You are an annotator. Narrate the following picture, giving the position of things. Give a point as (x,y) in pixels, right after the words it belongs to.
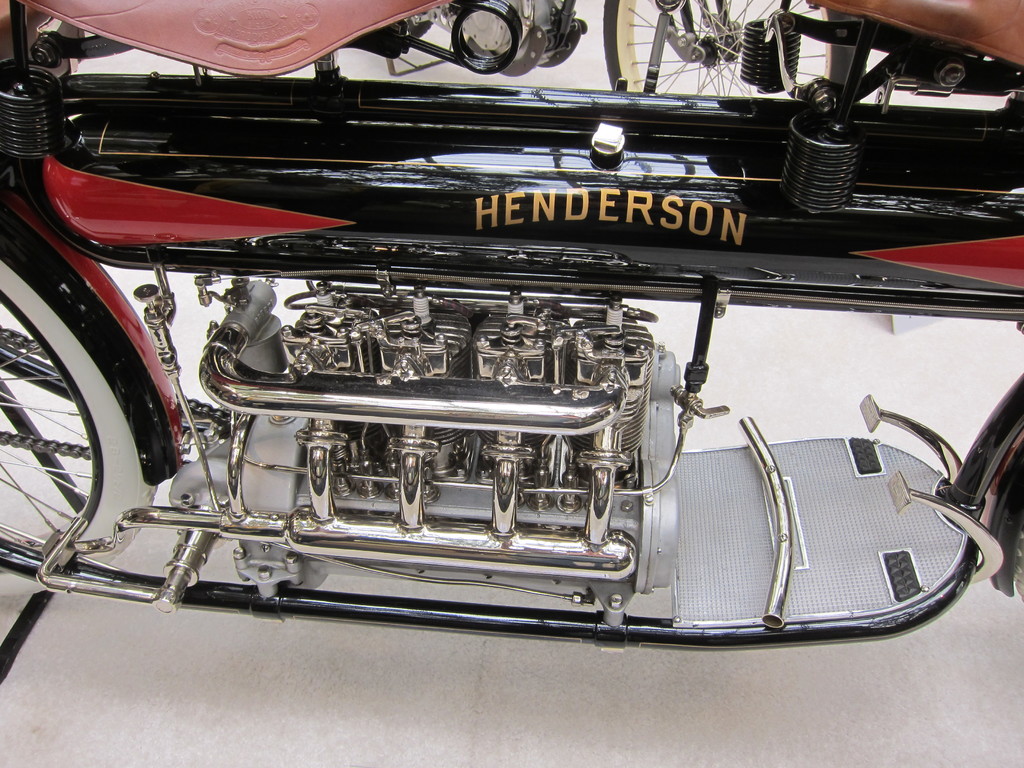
Here I can see a motorcycle (340,563) which is placed on the floor (260,706). At the top (657,23) there is a wheel (629,17) of another vehicle (643,27). On this motor cycle (581,211), I can see some text (604,211) and it is painted with black and red colors.
